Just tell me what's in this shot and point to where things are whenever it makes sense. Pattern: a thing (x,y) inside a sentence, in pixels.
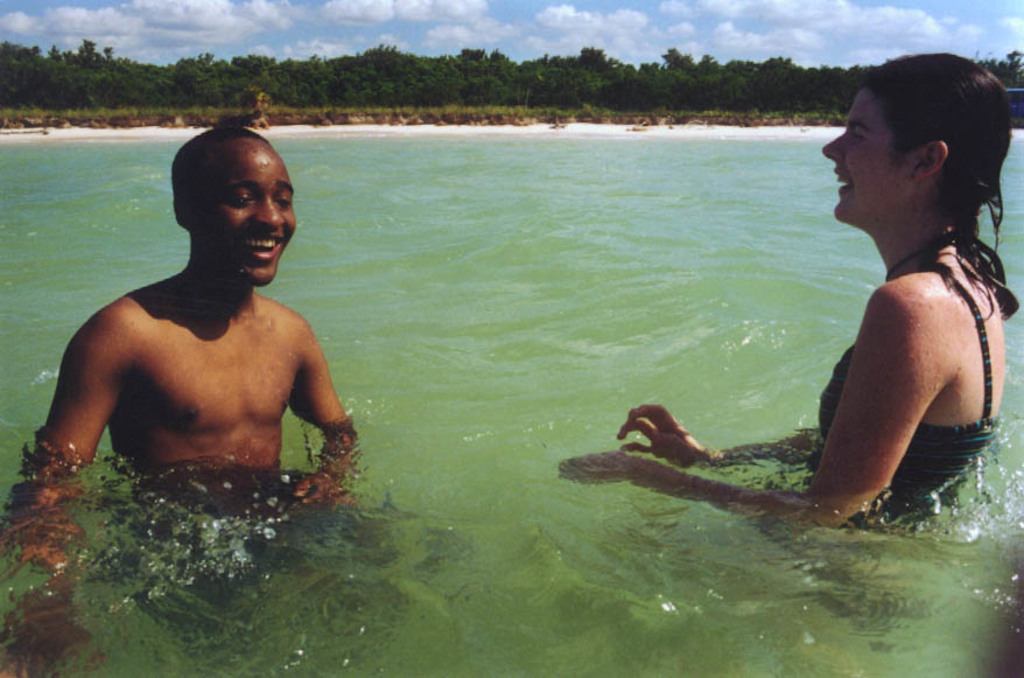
In this picture I can observe two members (922,105) in the water (477,447). One of them is a man (270,217). The man (223,319) is smiling. He is on the left side (210,246) and the other one is a woman (883,369). She is smiling. She is on the right side (915,182). In the background (478,86) there are trees (506,84) and there are clouds (136,28) in the sky (401,23).
